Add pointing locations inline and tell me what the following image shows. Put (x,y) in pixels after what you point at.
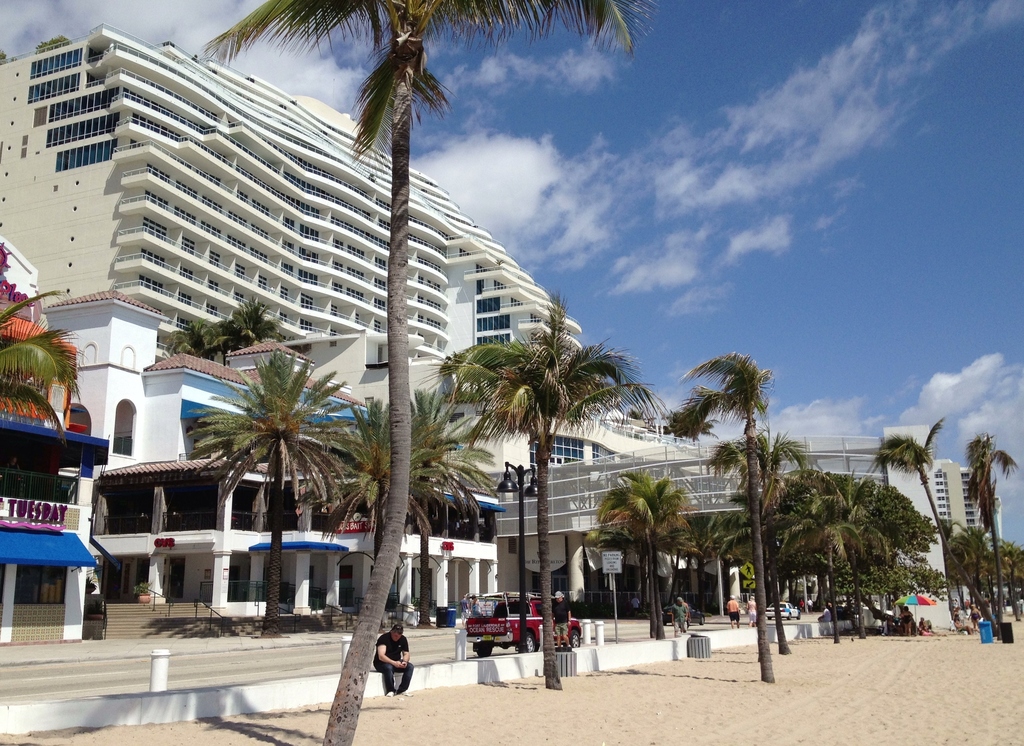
In this picture we see sand (751,673) and coconut trees (762,666) in front of all the buildings (192,365). Here the sky (587,137) is blue.
